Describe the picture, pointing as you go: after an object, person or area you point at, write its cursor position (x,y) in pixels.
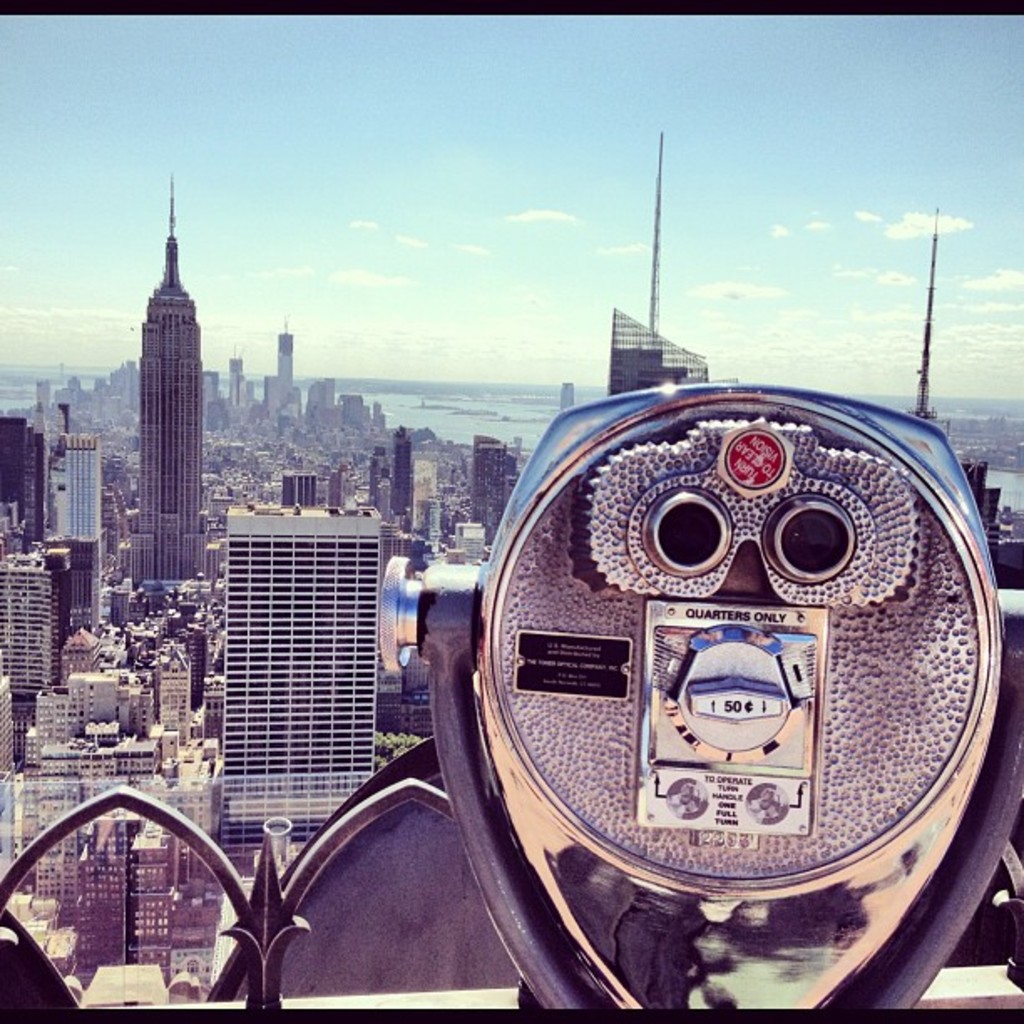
In this image, we can see binoculars (669,764) and in the background (338,628), there are buildings (268,393), towers (197,388) and trees (397,743) and there is water (526,428). At the top (509,183), there are clouds (971,345) in the sky (856,272).
